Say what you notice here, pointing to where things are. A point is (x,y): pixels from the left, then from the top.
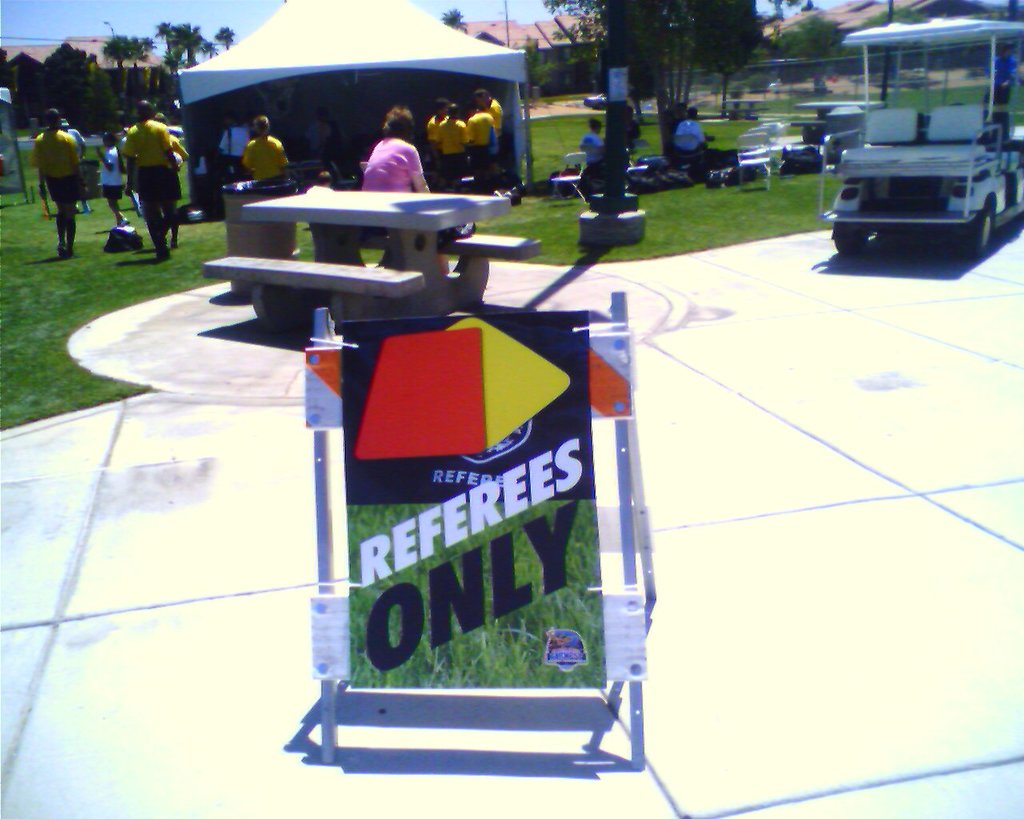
In the image we can see there are people (158,192) standing on the ground (72,296) and the ground (92,289) is covered with grass (151,265). There is a vehicle (946,124) on the ground (820,295) and behind there are trees (87,88).
